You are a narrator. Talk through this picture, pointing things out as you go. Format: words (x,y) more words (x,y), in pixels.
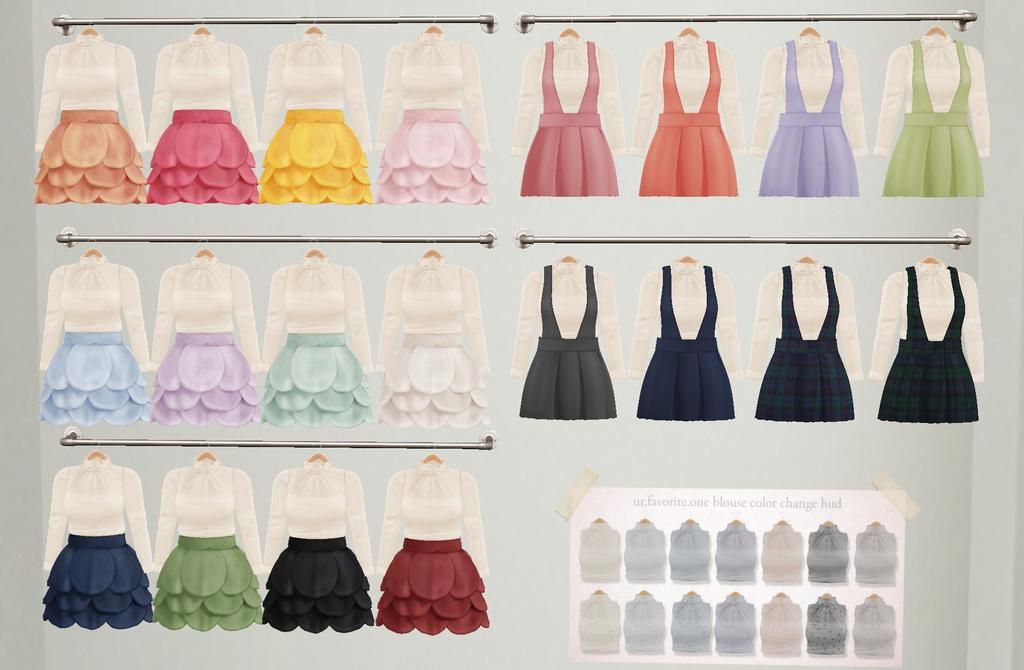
In this image we can see a poster (192,153) of few clothes (463,152) and rods (433,18) and a poster (595,524) with text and images (723,549) of clothes (704,553) is attached to the poster (719,395).
